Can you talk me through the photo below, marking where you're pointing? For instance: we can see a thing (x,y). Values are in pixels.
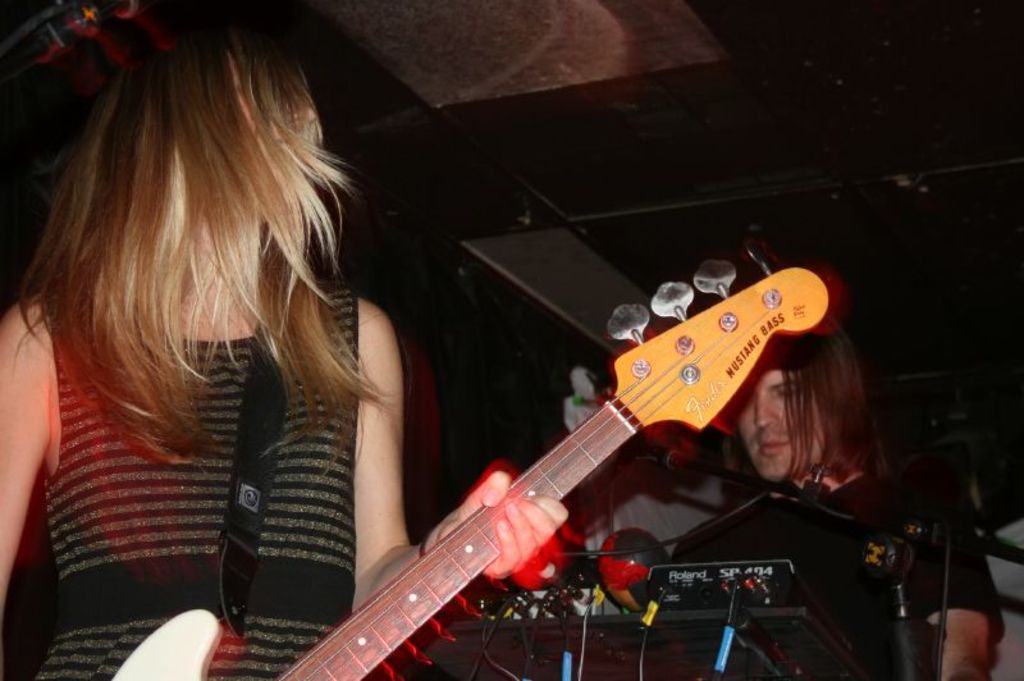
In this picture there is a woman (140,580) playing a Guitar (502,531) and a man (805,548) standing behind her
